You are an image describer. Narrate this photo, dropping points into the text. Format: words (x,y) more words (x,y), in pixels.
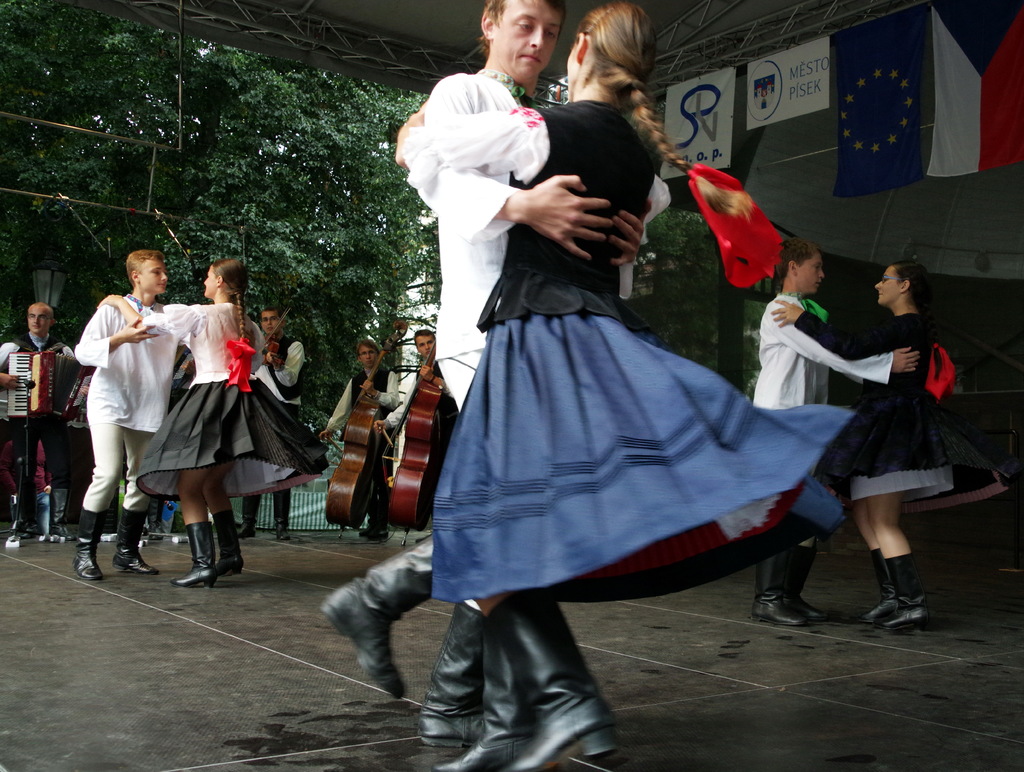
In this image we can see group of persons (536,279) performing on the floor (424,643). In the background (398,399) we can see persons (381,376) holding musical instruments (361,398), flags (847,142), trees (222,105), fencing (298,501) and sky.
